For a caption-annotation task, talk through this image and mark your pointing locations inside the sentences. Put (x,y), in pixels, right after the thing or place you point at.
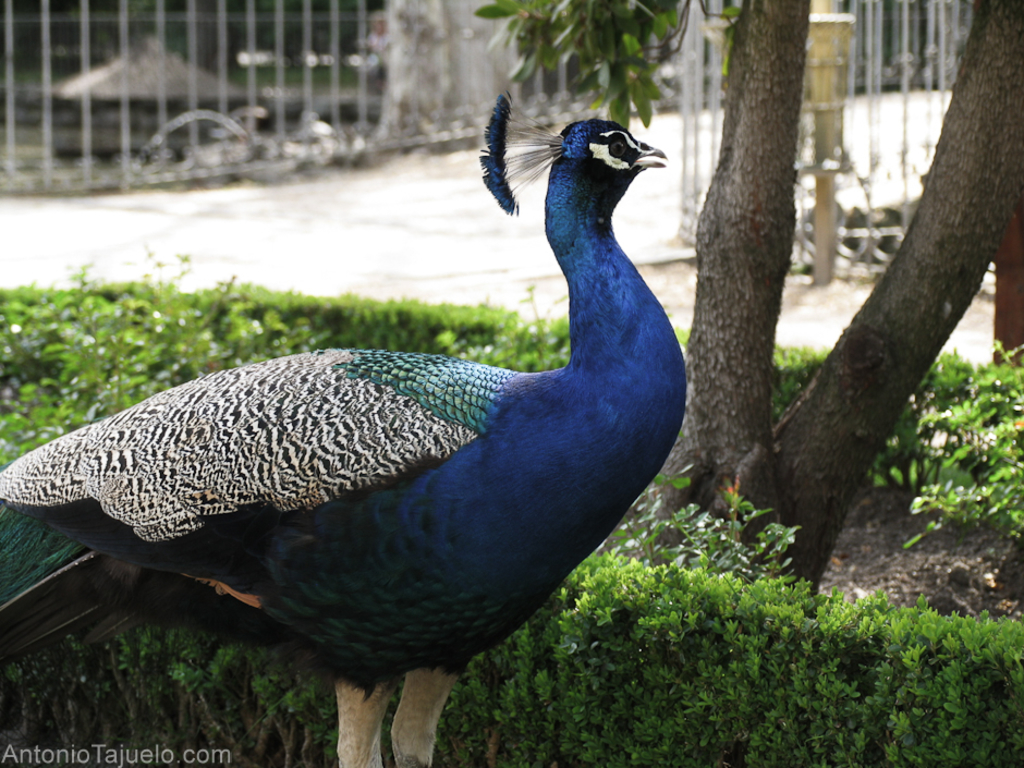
In the foreground of this image (337,551), there is a peacock (322,538). Behind it, there are plants (307,329) and a tree (761,228). In the background (432,199), there is a path (330,215) and the railing (280,64).
